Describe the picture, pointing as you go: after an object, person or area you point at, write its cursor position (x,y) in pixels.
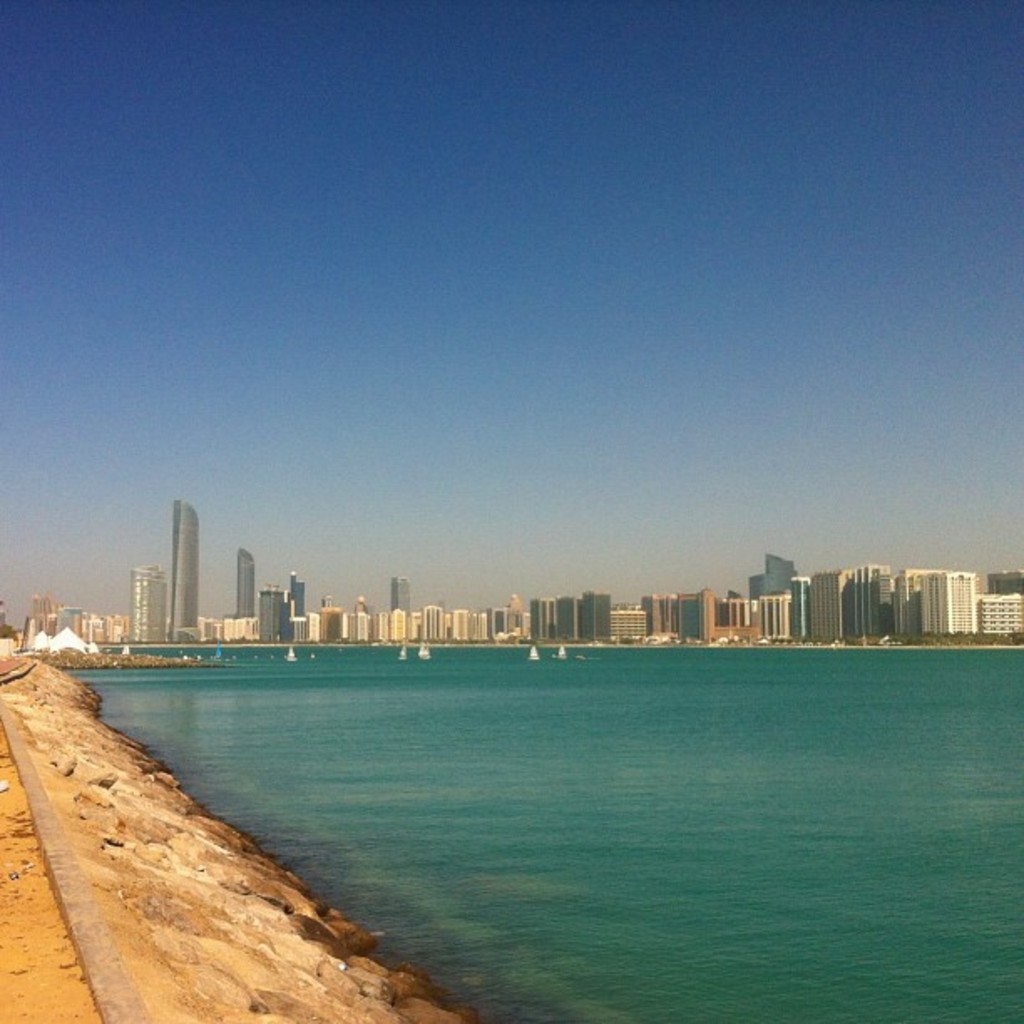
In the picture we can see the water surface (926,965) which is blue in color and in it we can see some boats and beside it, we can see a path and in the background (992,616) we can see many tower buildings (136,575) and behind it we can see the sky (312,375).
